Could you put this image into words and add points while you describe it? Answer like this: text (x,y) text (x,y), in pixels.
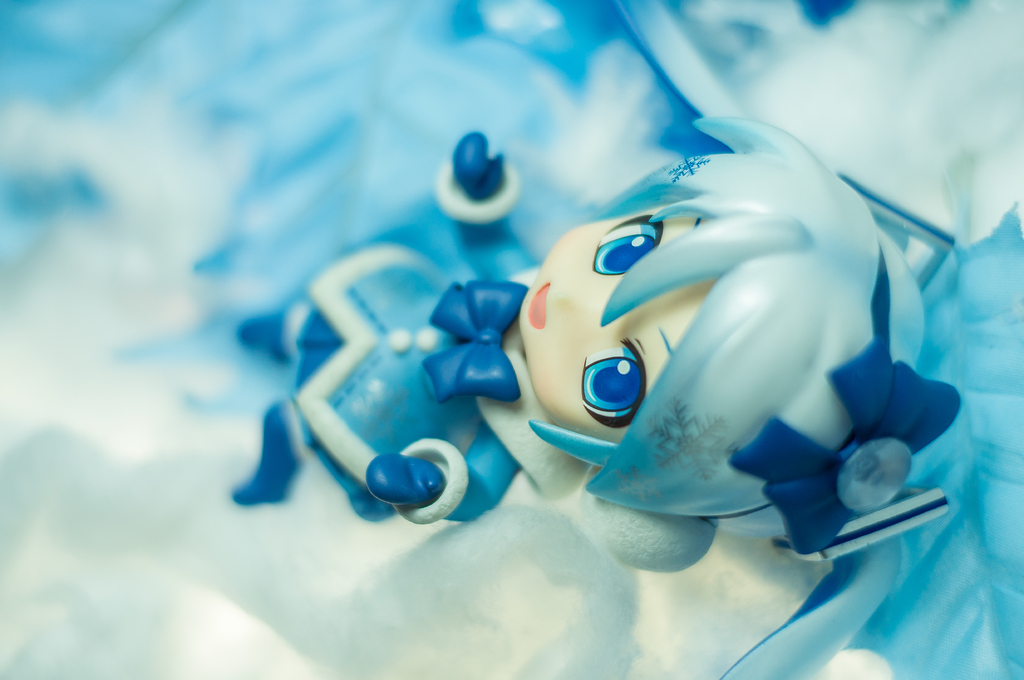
In this image we can see a toy (385,364). There is a blur background (964,31).
